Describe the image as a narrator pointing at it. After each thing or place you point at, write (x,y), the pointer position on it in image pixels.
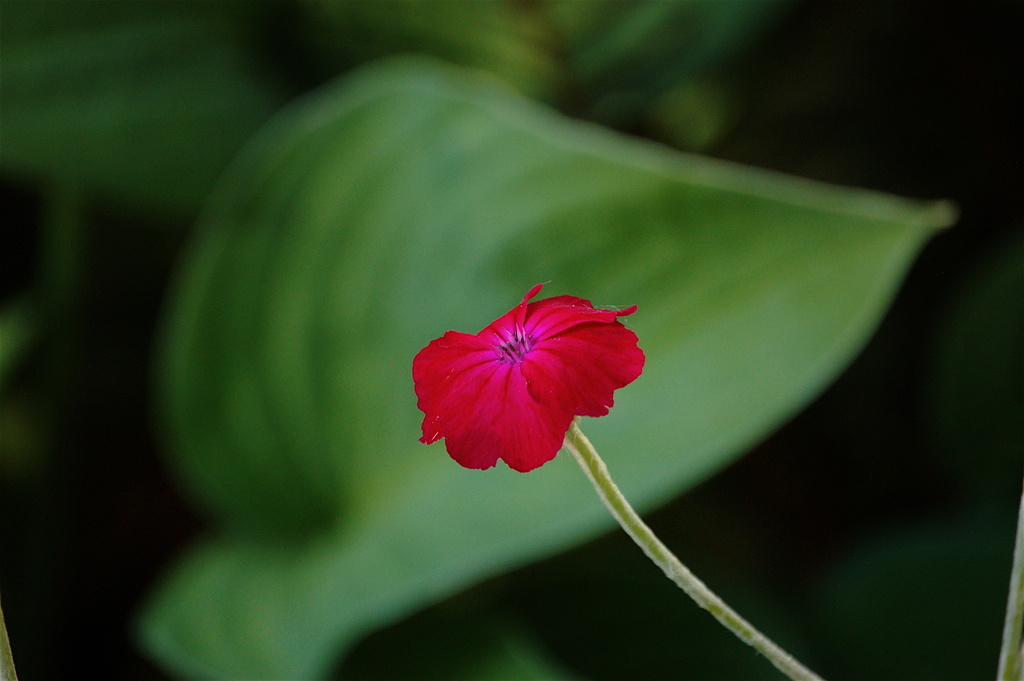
In this image we can see a flower (574,395) which is in red and pink color and in the background of the image (344,163) we can see some leaves (356,182).
